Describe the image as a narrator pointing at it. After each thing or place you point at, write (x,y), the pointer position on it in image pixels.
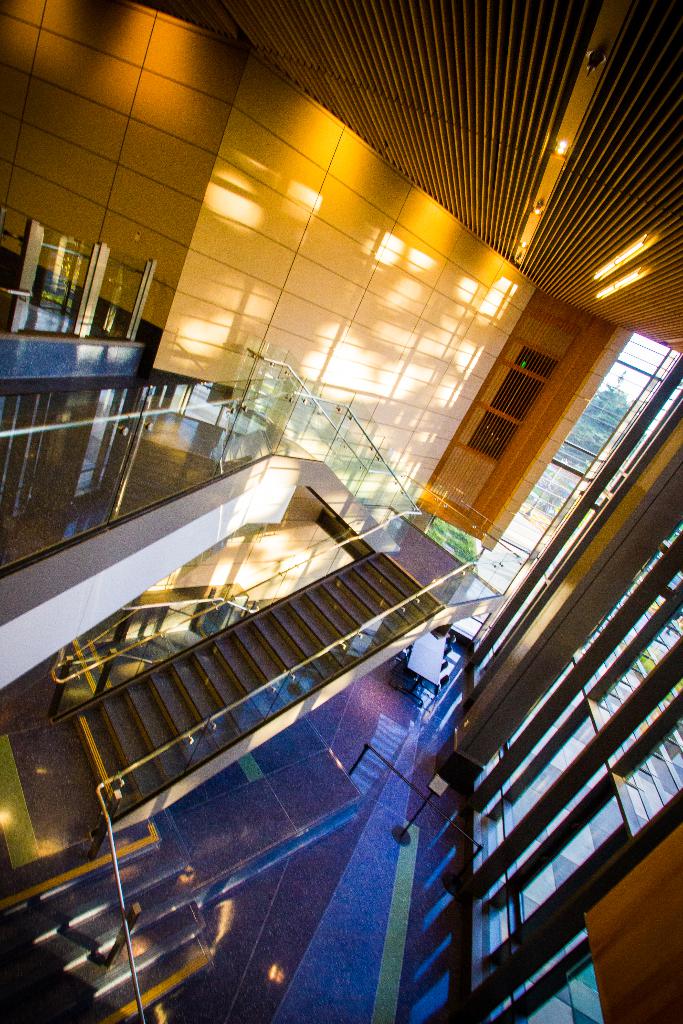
In this picture we can see there are staircases (292,611) and glass fences (309,417). On the floor (313,795) there are poles (364,746), chairs (403,685) and a table (426,653). On the right side of the image (505,749) there are glass windows (544,503). At the top of the image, there are ceiling lights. Behind the glass windows (555,503) there are trees (597,431) and the sky (610,375).
